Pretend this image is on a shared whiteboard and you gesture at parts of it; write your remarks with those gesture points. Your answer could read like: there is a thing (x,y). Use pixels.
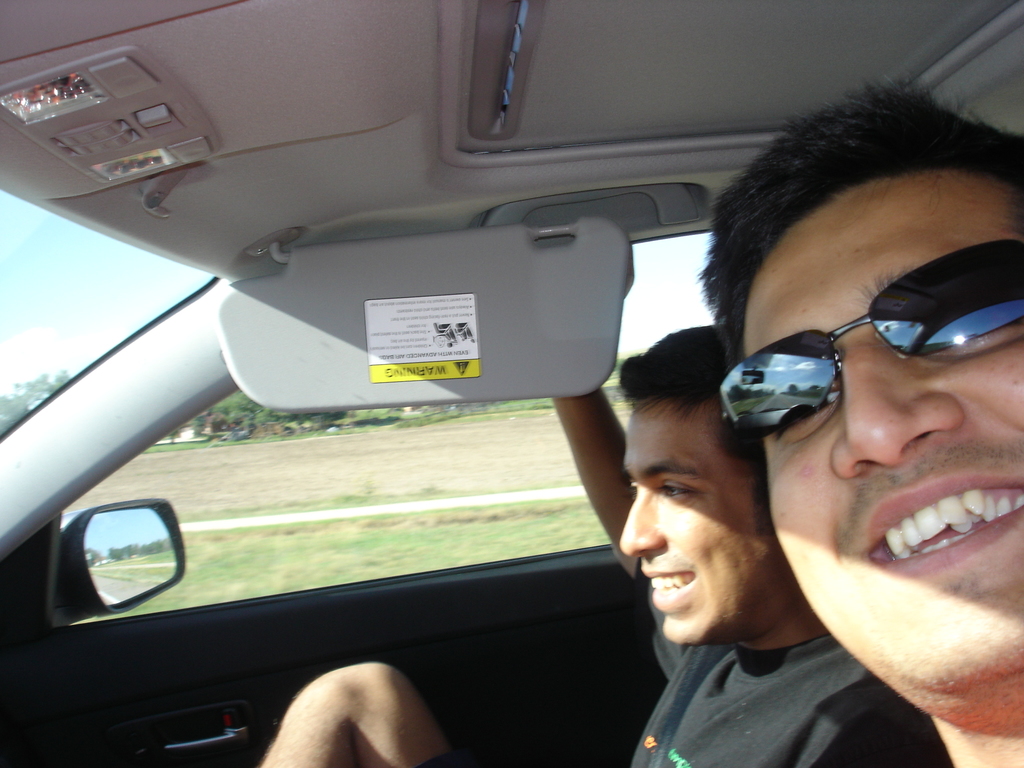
In this picture we can see two persons (842,543) are sitting in a car (508,591). Through window (349,483) we can see trees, ground (492,448), sky (678,328), house (186,437).
